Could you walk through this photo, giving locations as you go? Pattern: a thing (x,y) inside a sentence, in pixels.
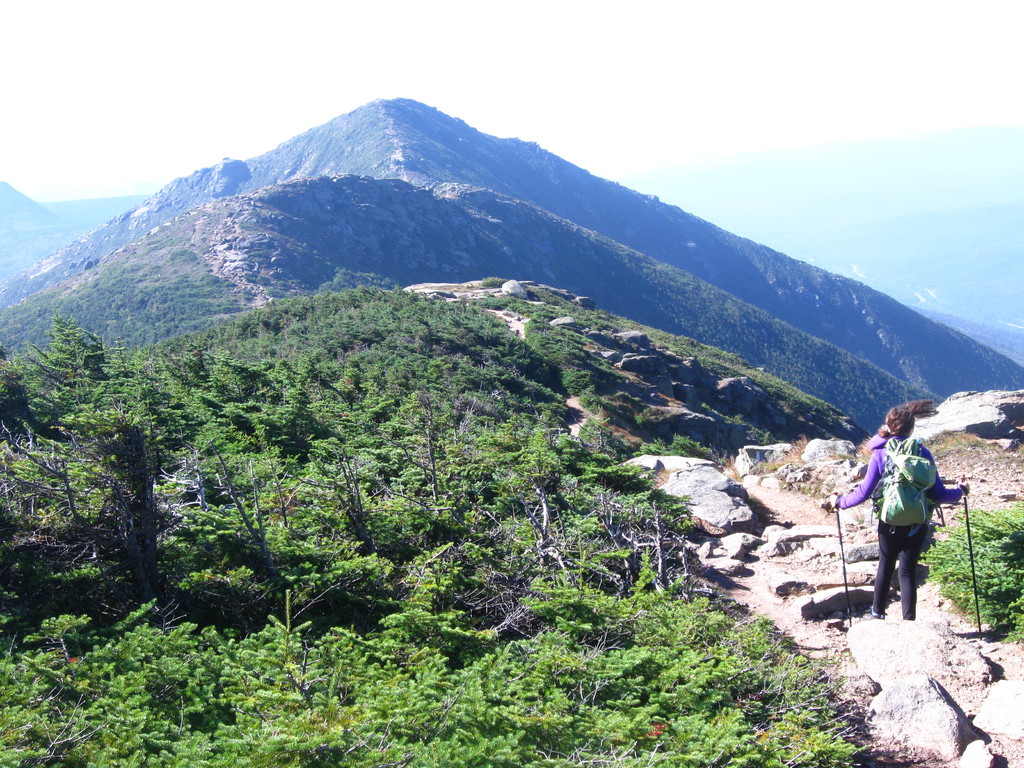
In the image we can see the mountains (297,283), trees (369,278) and the sky (929,108). Here we can see a person (914,531) standing and facing back, the person (883,453) is wearing clothes (877,465) and carrying a bag (904,515), and here we can see the stones (855,546).
